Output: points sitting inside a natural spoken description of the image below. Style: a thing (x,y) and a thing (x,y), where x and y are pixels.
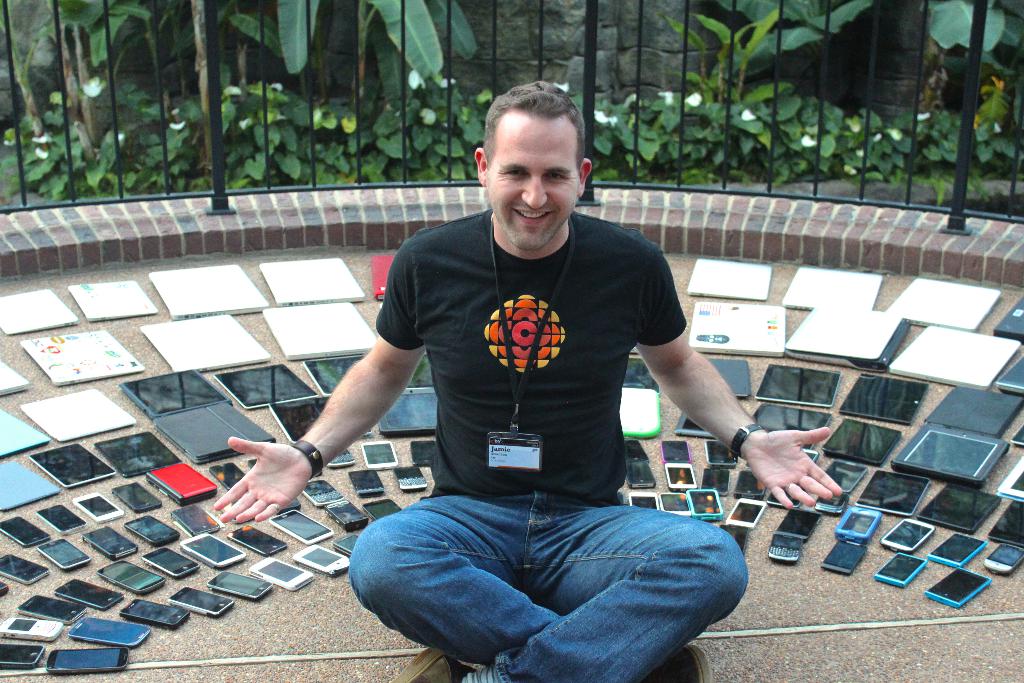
In this image, we can see a person (571,423) sitting on the ground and he is wearing an id card (527,440). In the background (396,109), there are plants (249,142) and flowers (669,95) and we can see railings (219,146) and there are mobiles (108,532).
